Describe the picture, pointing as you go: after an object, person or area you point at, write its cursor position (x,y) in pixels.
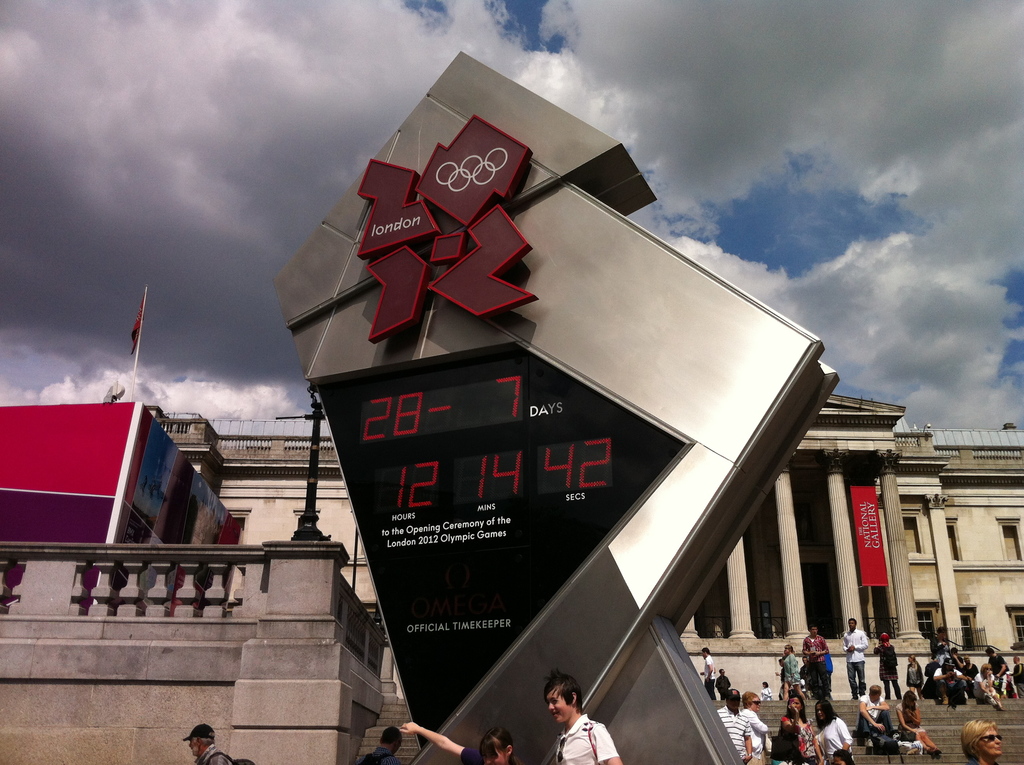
In this picture I see a thing (473,354) in front (425,460) on which there is a screen (467,426) and on the screen (456,459) I see numbers (484,472) and something is written near to it and I see number of people (565,720) and in the middle of this image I see the buildings (785,523) and in the background (210,313) I see the cloudy sky (814,25).
